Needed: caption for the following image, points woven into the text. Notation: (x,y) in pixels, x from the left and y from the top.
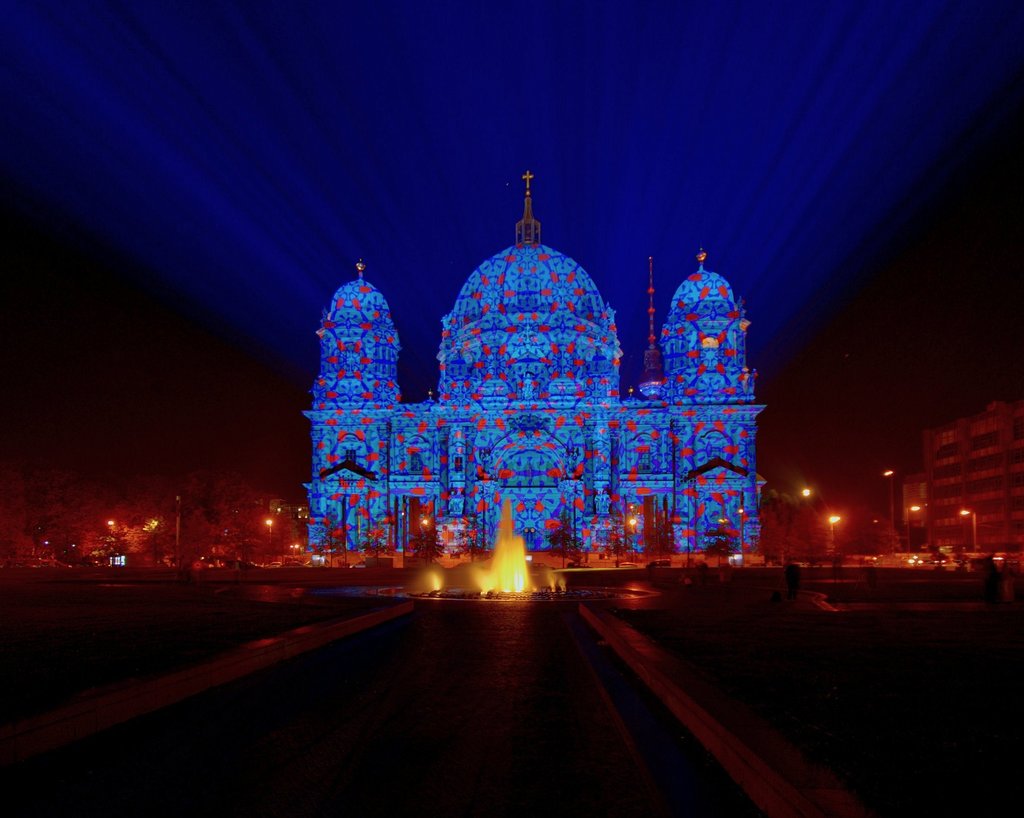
This image is taken in dark where we can see the fountain (511,594), castle construction (440,505) with lighting (453,551), light poles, trees (420,551), buildings (286,514) and the dark sky (266,472) in the background (964,542).
